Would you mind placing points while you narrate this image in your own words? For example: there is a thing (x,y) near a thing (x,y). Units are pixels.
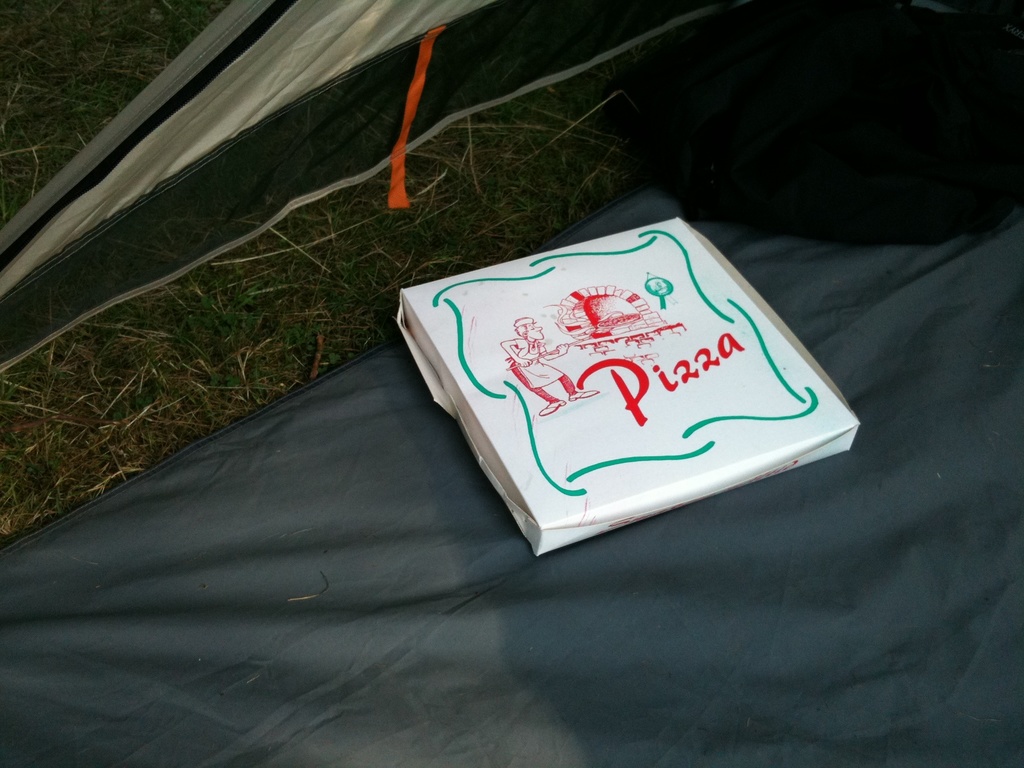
In this image we can see a cardboard carton (532,412) placed on the ground (504,577).
